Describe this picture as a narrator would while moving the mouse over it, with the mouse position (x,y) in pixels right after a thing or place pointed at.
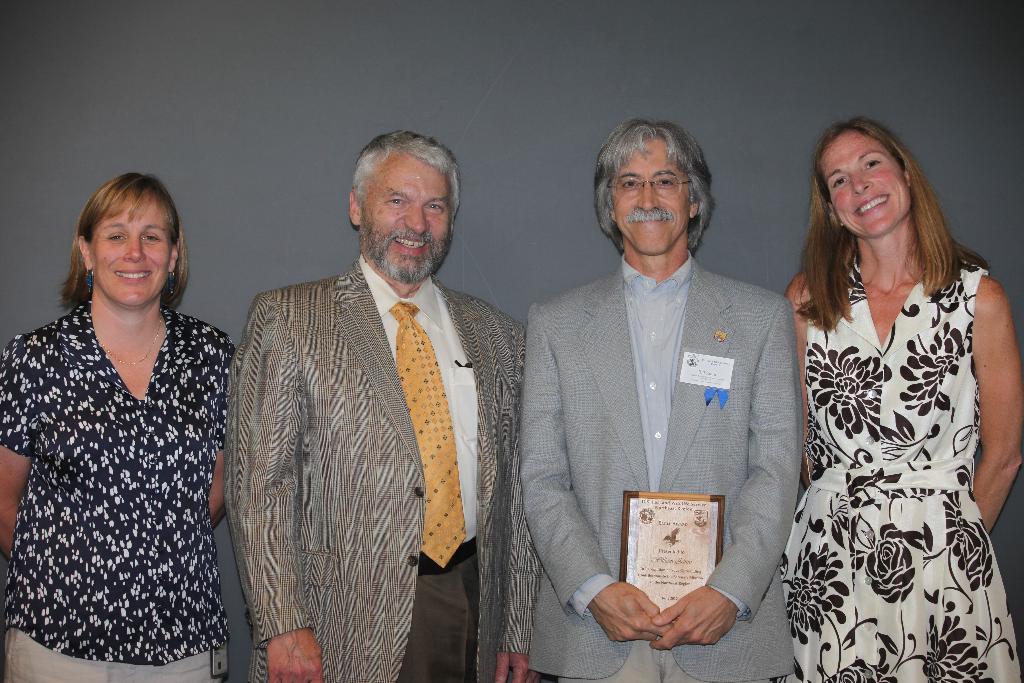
In this image I can see in the middle (383,325) two men (769,384) are standing, they are wearing coats (574,454), shirts (646,428). Two women (794,560) are there on either side of this image. All of them are smiling.
